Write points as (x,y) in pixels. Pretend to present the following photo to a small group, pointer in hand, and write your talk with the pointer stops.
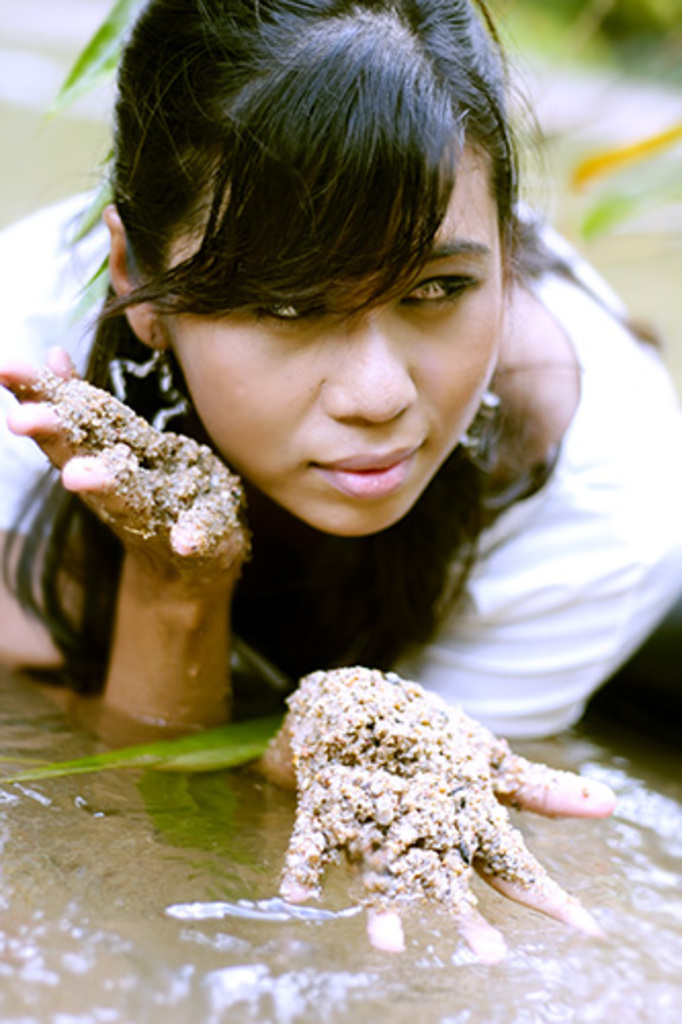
A woman (387,644) is lying in the water (189,902), this is mud (356,803).
